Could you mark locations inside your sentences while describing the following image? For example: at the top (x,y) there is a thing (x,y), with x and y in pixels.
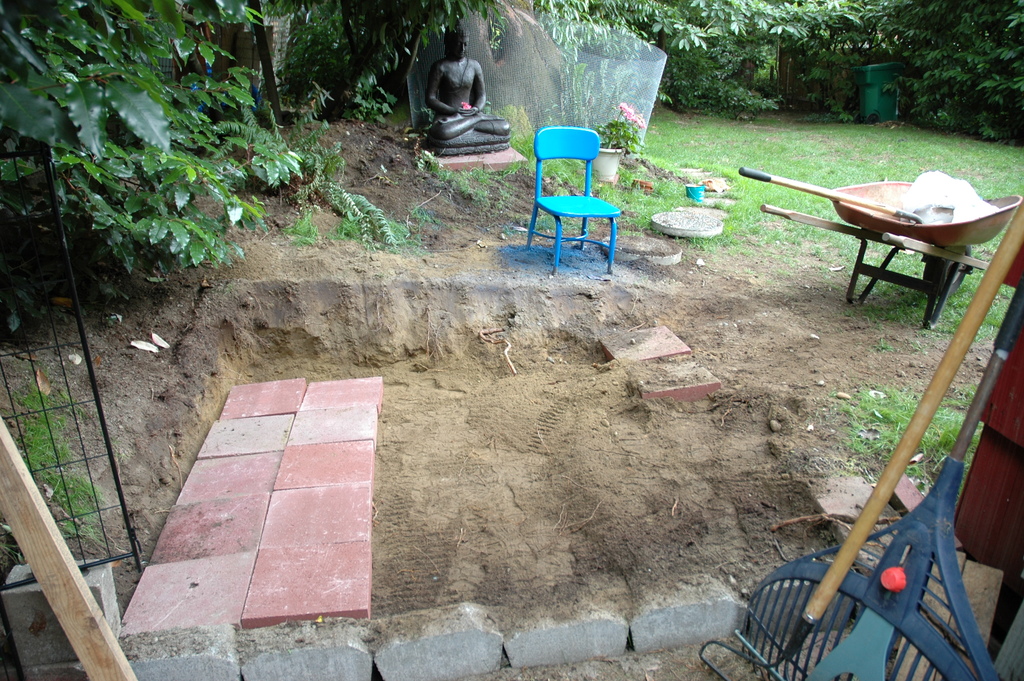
There is a wooden stick (49,556) on the left (82,613). There is sand (157,483) and red tiles (246,411) on the ground (523,204). There is a blue chair (581,156) and a sculpture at the center (567,240) back. There are trees (956,47) at the back (987,15) and wooden stands (1012,243) on the right (837,581).
